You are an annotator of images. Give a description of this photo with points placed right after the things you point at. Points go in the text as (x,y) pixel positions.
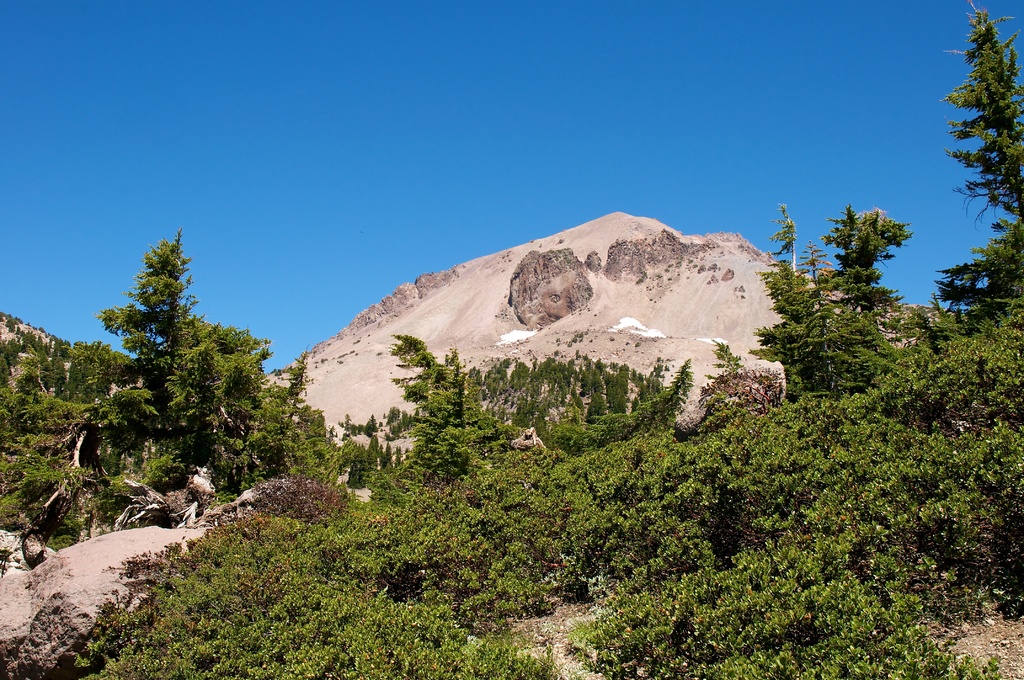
In this image there are trees (483,429) and there is a mountain (542,300). At the top (393,133) there is sky (567,126).
